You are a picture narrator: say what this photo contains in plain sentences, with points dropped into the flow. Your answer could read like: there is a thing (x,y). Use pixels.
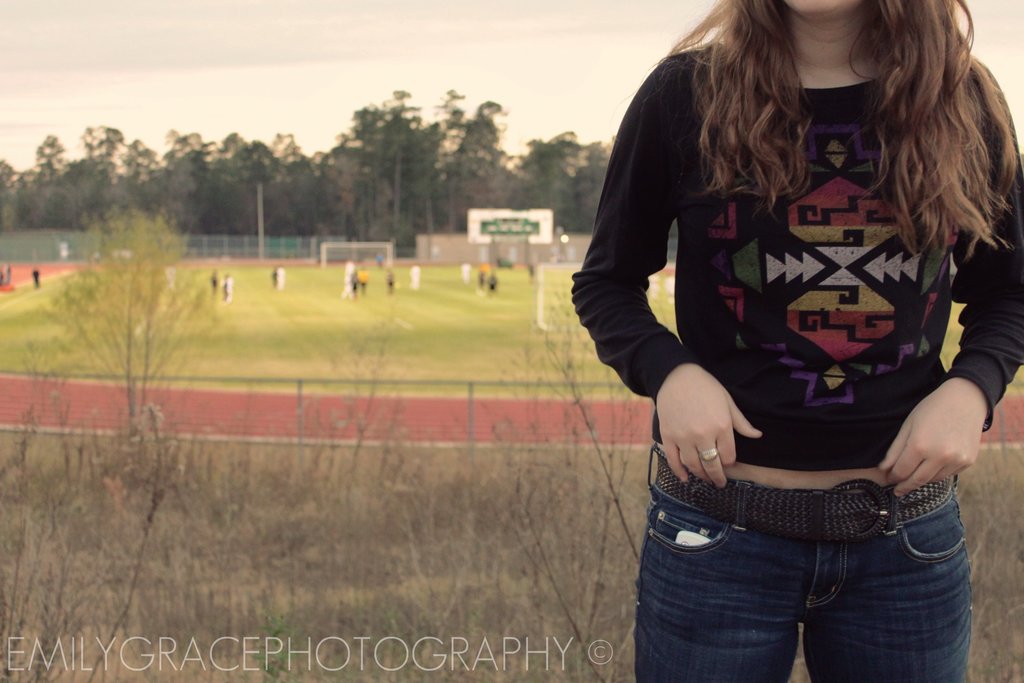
In this image we can see a woman (755,579) standing on the ground (469,539). In the background (408,299) we can see sports ground (280,301), persons (225,296) standing on the ground (306,278), trees (206,207), fence (229,236) and sky (207,101) with clouds (256,47).
